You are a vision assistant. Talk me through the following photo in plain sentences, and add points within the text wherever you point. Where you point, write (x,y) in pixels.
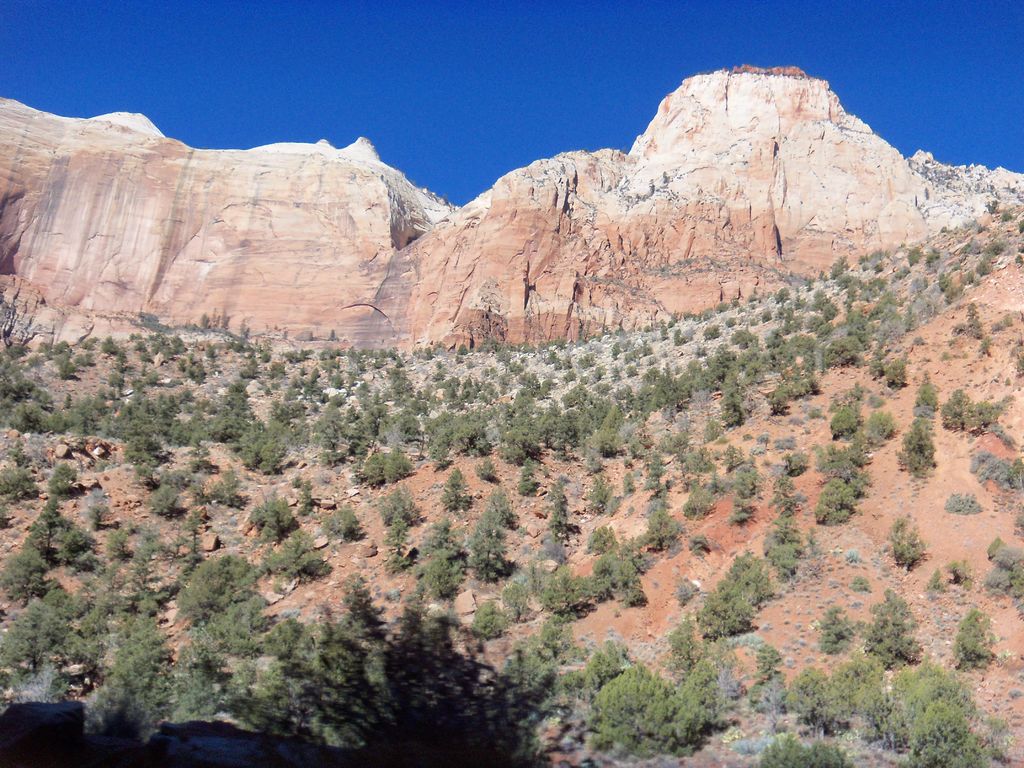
In this picture, we can see mountains (539,341), plants (438,655), stones (480,374) and the sky (637,132).
